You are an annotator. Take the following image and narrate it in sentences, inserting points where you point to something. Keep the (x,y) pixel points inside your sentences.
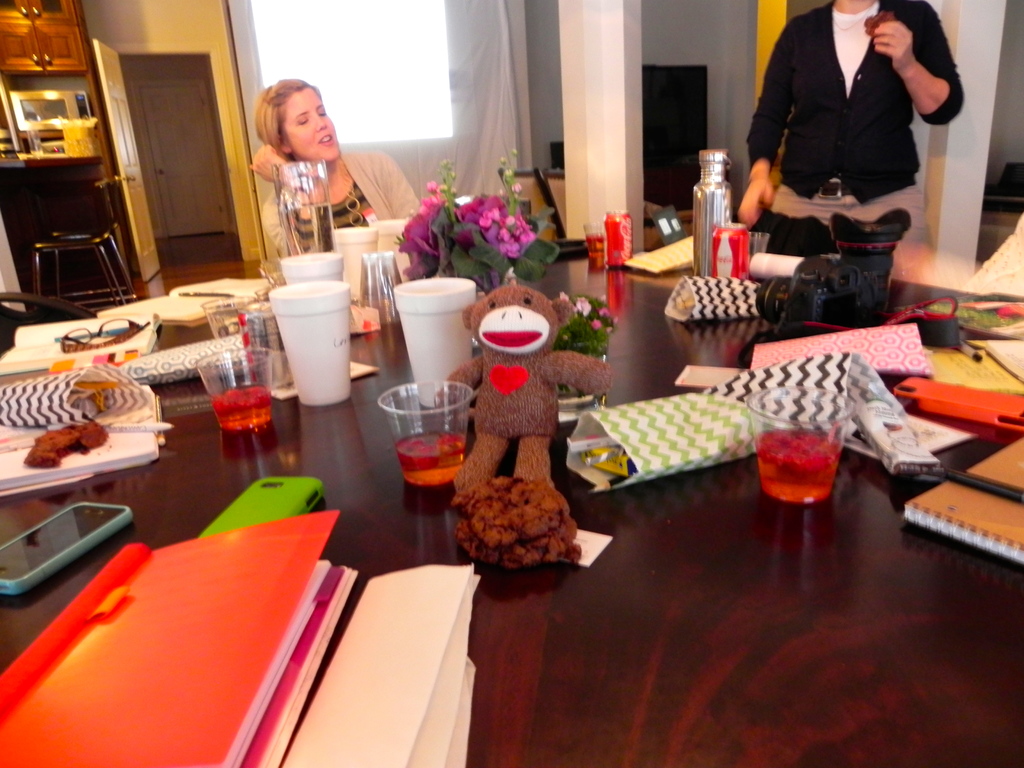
In the left top (325,161) a woman (342,204) is sitting on the chair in front of the table (717,479). In the right (898,17) a person (908,123) is standing. On the table (898,298) glass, books (261,560), mobiles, color sheets (665,458), doll (563,304), flower vase (574,324), specs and bottle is kept. In the left top (228,163) a door (189,231) is visible and window (379,82) is visible on which curtain (458,45) is there. And walls (673,40) are white in color. In the left (21,52) chair (100,231) and cupboard (44,68) is visible. This image is taken inside a room (698,143).
